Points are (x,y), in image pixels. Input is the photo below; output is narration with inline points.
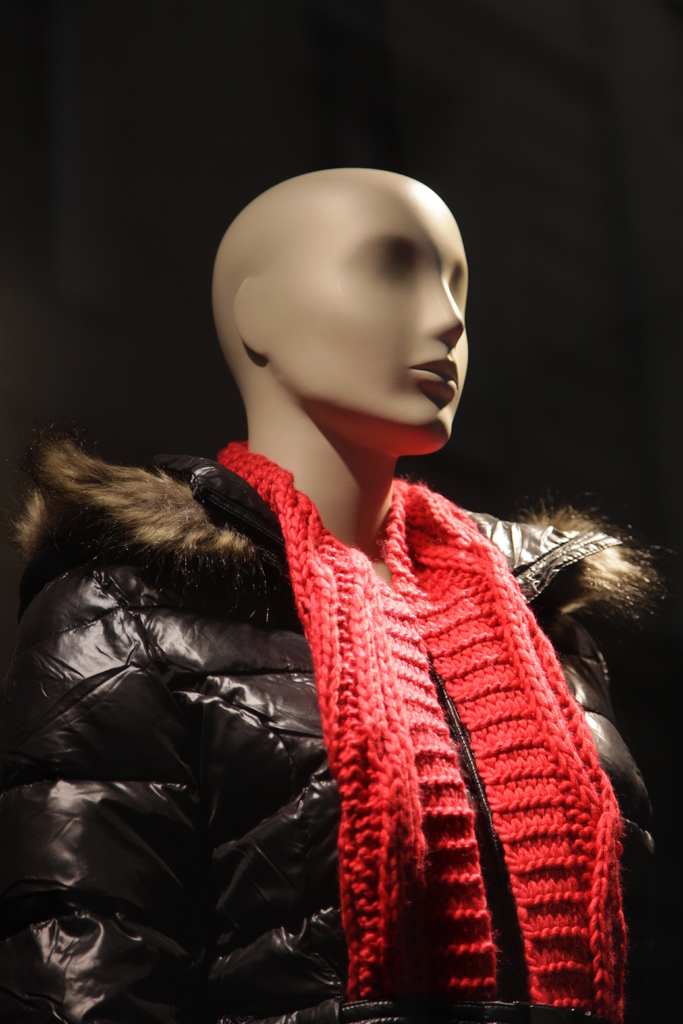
In this picture we can see a mannequin (264,705) wearing a black jacket (231,802) and red muffler (431,698) in the neck (340,517). Behind there is a black background (469,135).
